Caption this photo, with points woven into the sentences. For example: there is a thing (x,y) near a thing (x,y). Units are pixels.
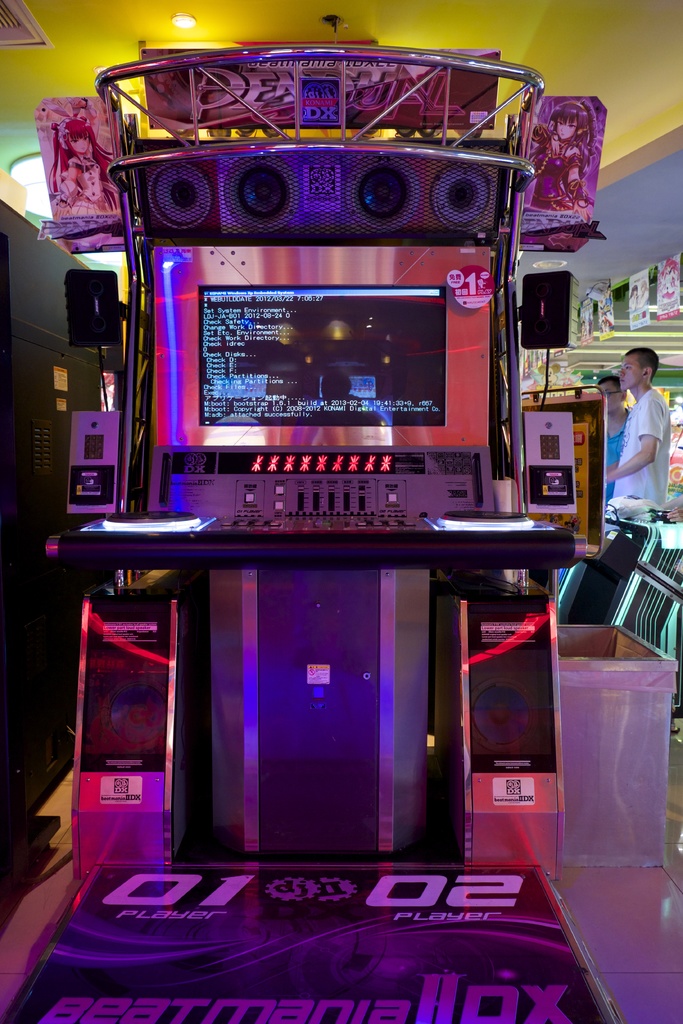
In this picture we can see a machine (284,249) on the floor (677,820). In the background (670,281) we can see two people (658,436), posters (631,299), lights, ceiling (613,270) and some objects (59,364).
